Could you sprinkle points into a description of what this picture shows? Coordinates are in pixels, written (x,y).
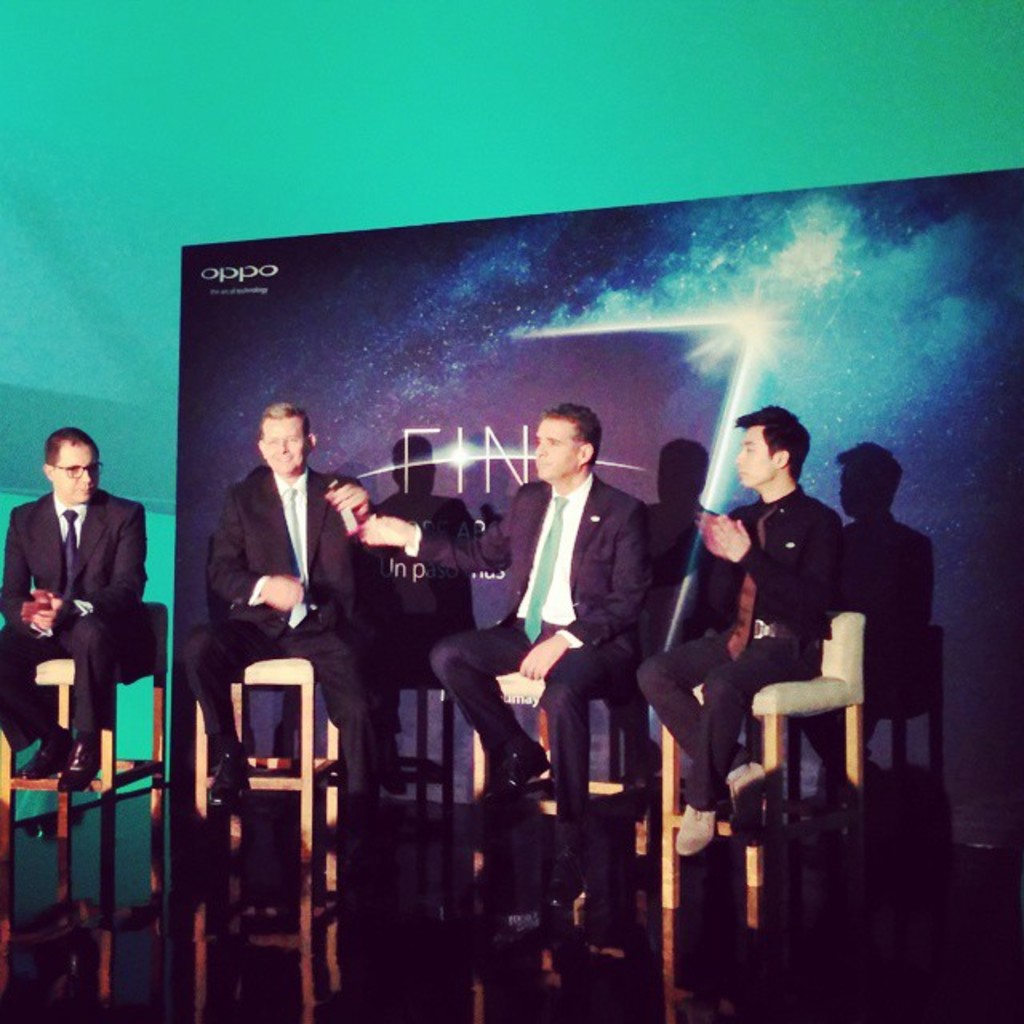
In this image there are four men (282,547) sitting in the chairs (795,707). In the background (672,448) there is a banner (581,313). Behind the banner (888,283) there is a green color background (486,129). The man (758,566) on the right side (742,582) is clapping.
